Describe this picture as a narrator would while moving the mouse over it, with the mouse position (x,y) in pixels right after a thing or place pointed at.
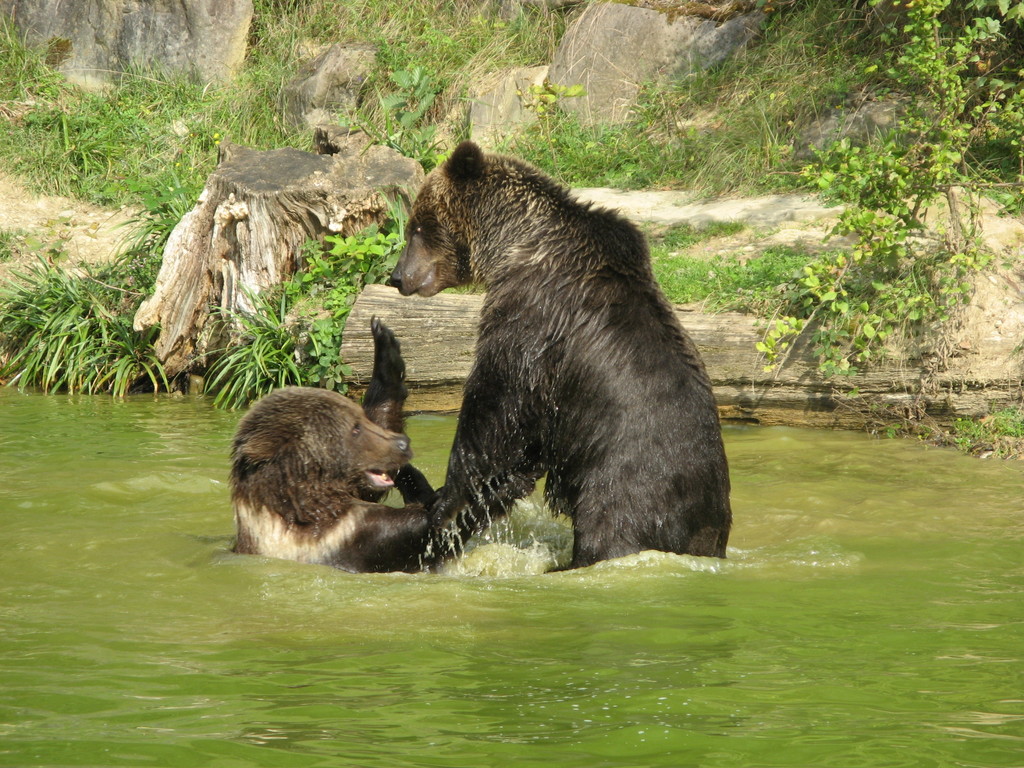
This picture is clicked outside. In the center (638,484) we can see the animals (466,391) in the water body (568,651). In the background (267,306) we can see the rocks (326,76), green grass (750,169) and plants (985,179).
